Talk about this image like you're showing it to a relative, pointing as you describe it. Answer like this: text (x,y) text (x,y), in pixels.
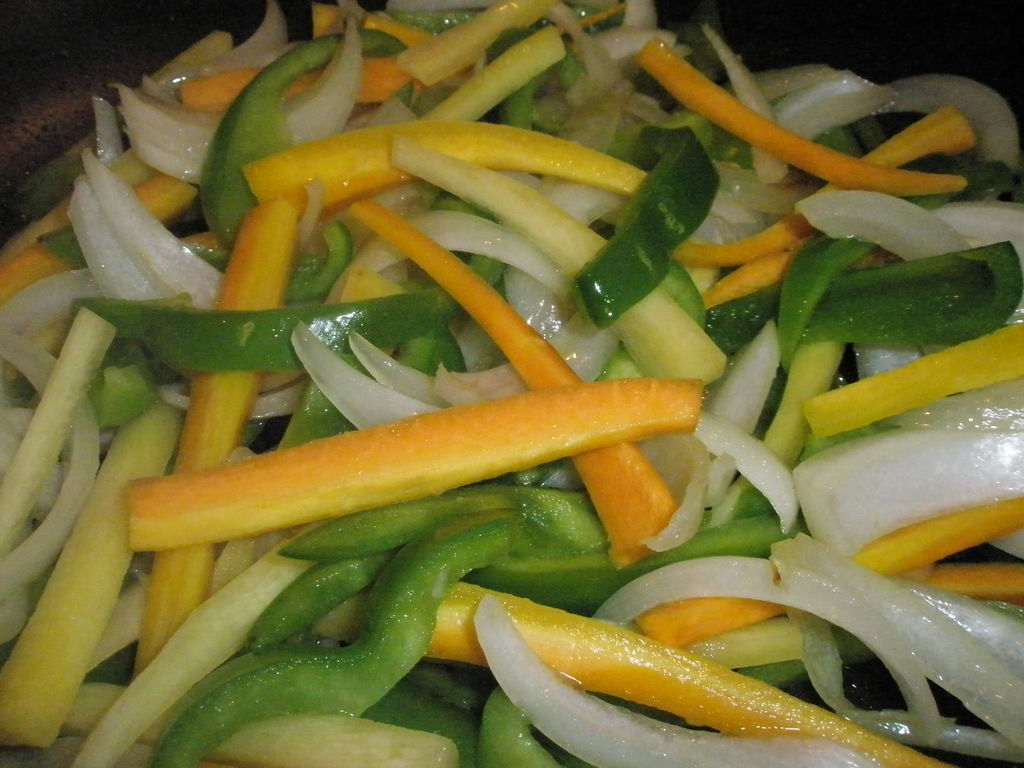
In this image I can see there are different types of cut pieces (678,264) of vegetables (338,408).
